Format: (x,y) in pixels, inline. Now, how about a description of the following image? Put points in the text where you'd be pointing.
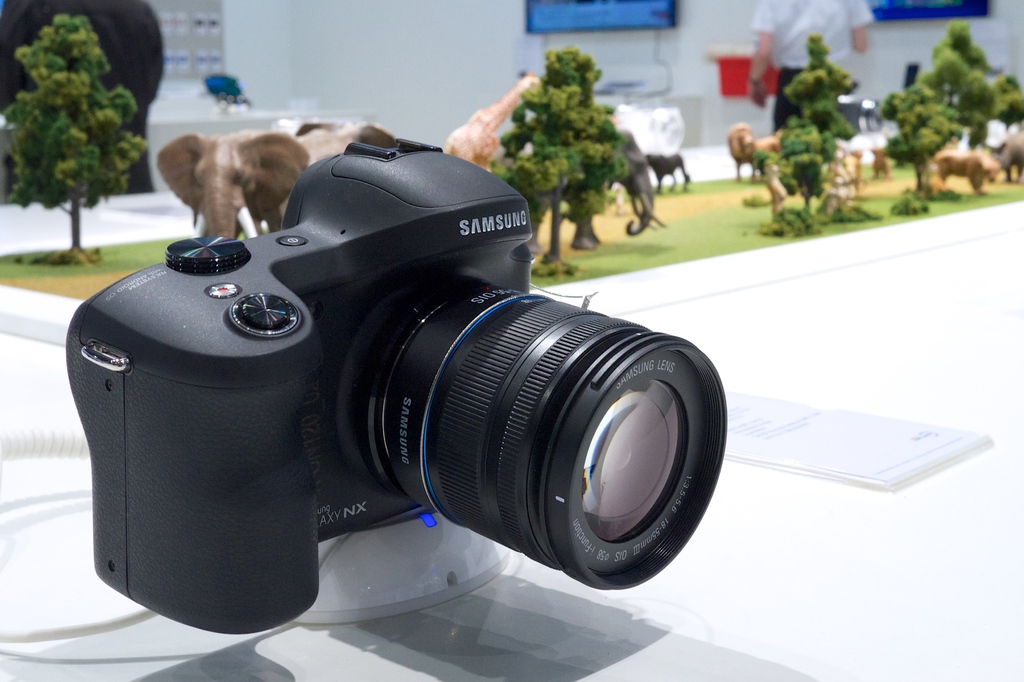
In this picture, we can see a camera (390,323) on an object (645,615), we can see some toys (838,187) of animals (253,205), plants (809,191), trees (815,77), and we can see the blurred background (833,46) with a person (754,84) and the wall (604,70).
